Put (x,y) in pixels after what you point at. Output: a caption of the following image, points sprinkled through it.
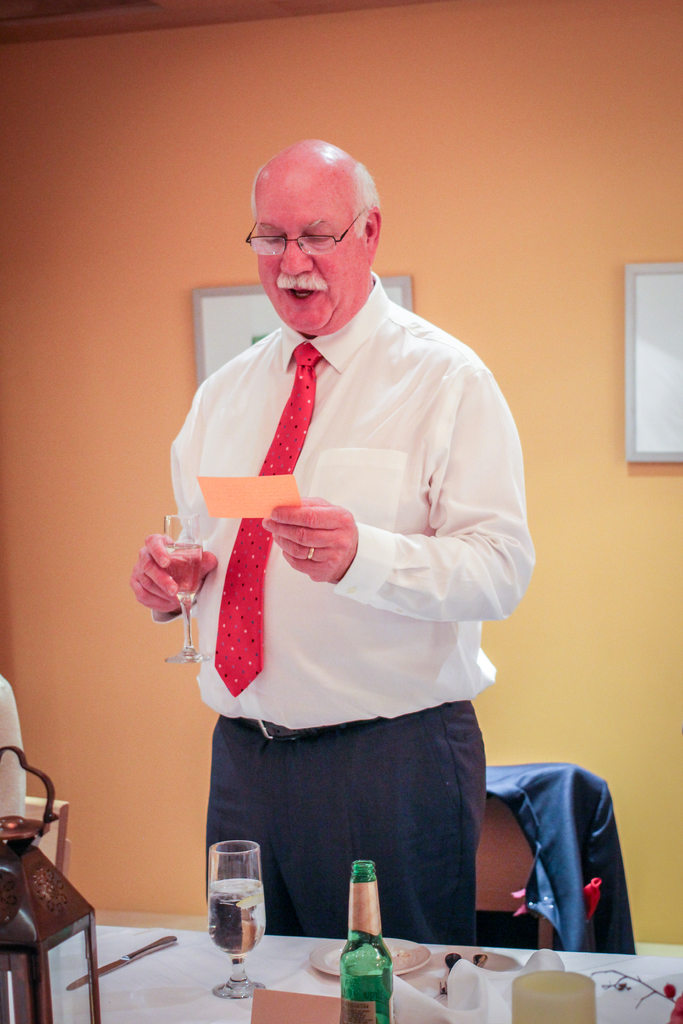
In this image I see a man (268,933) who is standing and holding a glass (194,564) and a paper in his hands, I can see a table (138,1003) in front of him on which there is a glass (245,876), a bottle (359,870), plate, a knife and other things (58,1013) on it. In the background (140,908) I see the wall (95,779).
